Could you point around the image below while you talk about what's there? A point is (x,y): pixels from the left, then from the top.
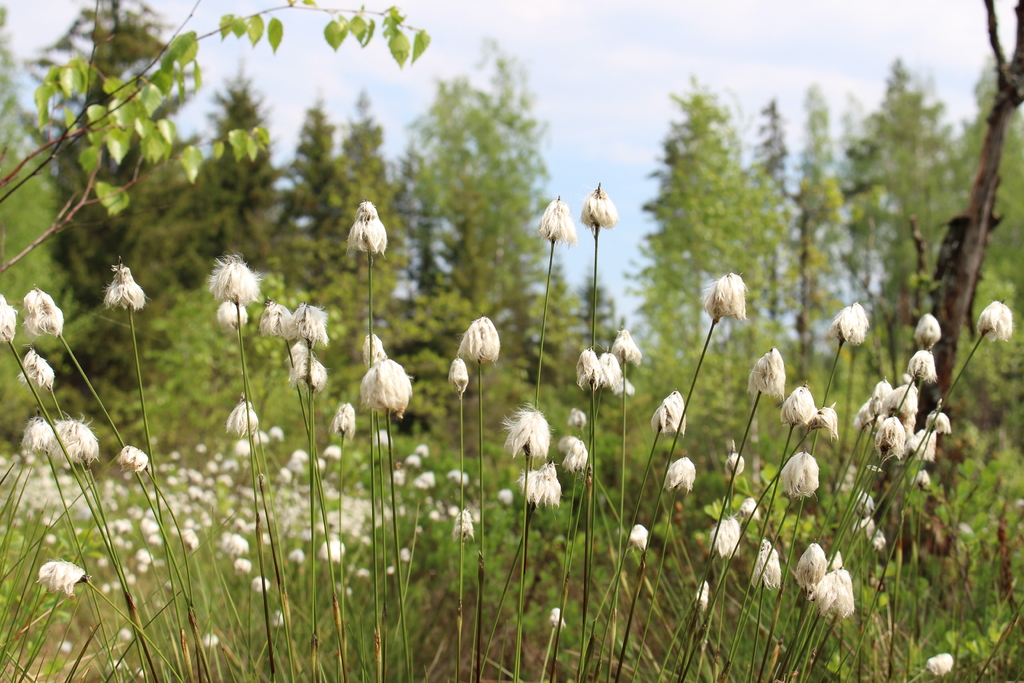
In this image I can see many plants (321,511) along with the flowers (212,470) which are in white colors. On the right side (956,265) there is a tree trunk (945,273). In the background (58,189) there are many trees (437,170). At the top of the image (614,45) I can see the sky (568,51).
